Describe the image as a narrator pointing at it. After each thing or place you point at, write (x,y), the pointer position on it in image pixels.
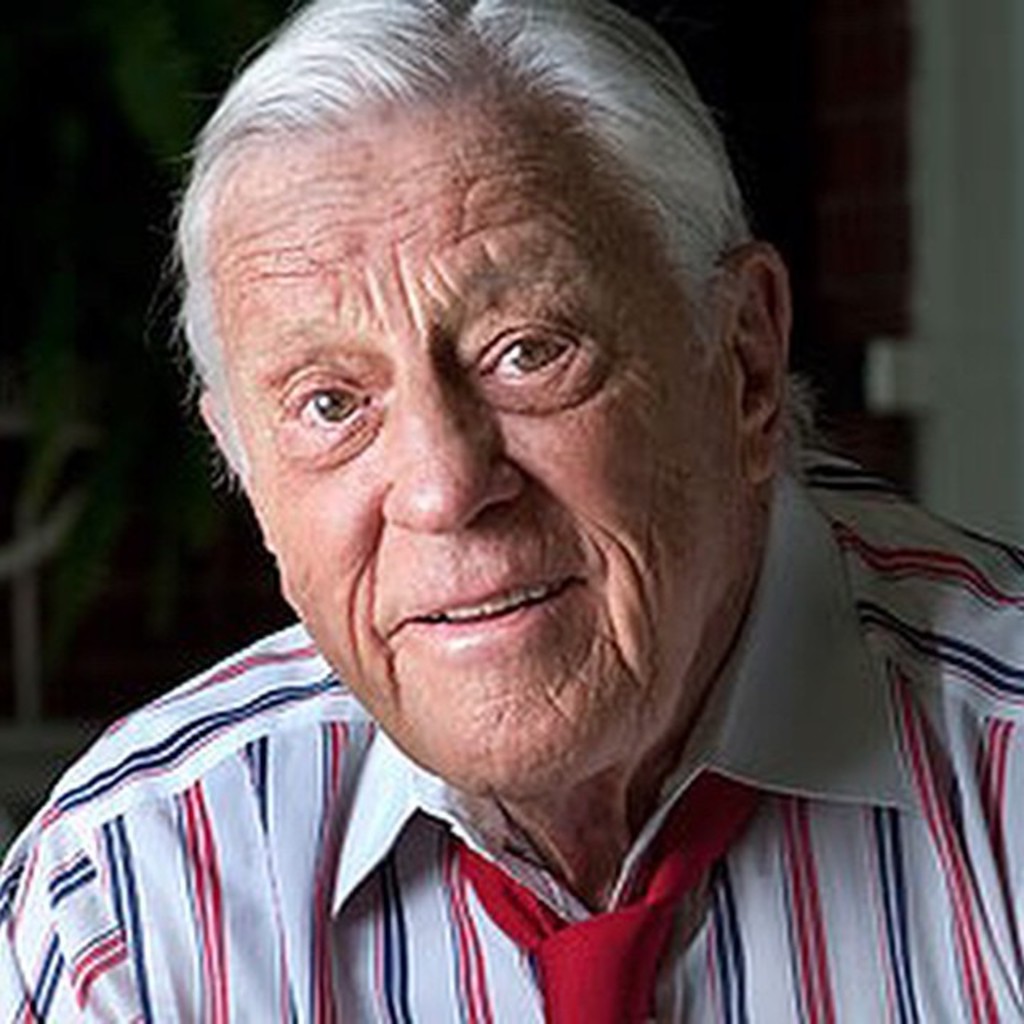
In this picture we can see a old man (275,903) wearing white shirt (249,912) with red color strip (486,1007) and red tie (566,935), smiling and giving a pose into the camera. Behind we can see a blur background (154,632).
